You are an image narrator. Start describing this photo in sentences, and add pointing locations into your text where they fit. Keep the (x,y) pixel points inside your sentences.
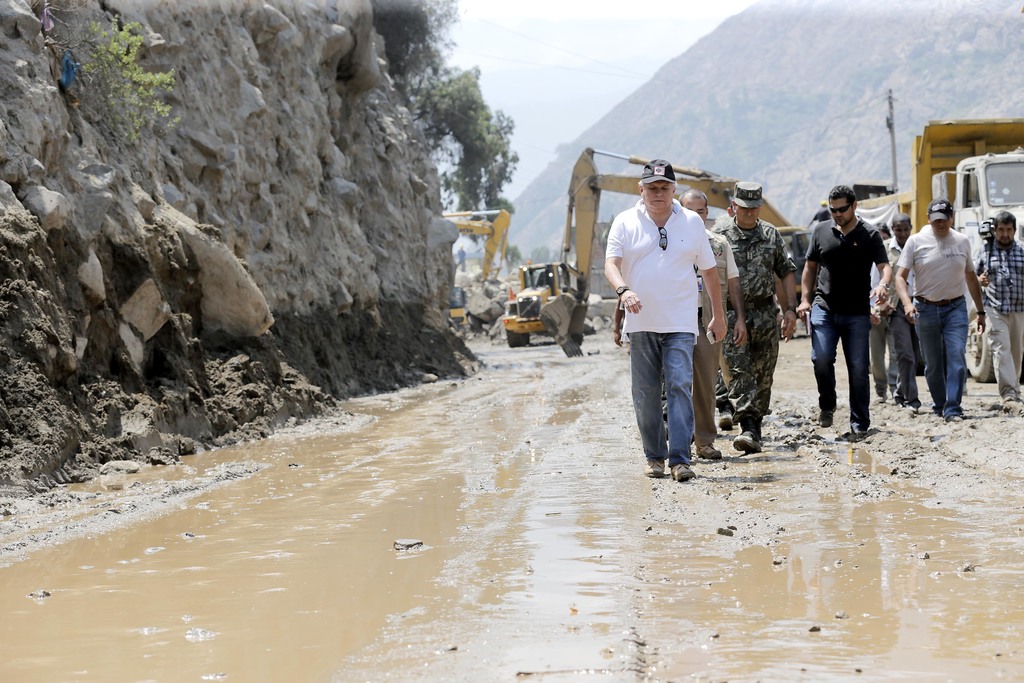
In this image there is the sky (537,54) truncated towards the top of the image (585,47), there is a mountain (861,74) truncated towards the top of the image (888,115), there is a pole (887,92), there are wires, there are vehicles (521,320) on the road (447,517), there is a vehicle (949,160) truncated towards the right of the image (963,186), there are group of person (716,348) walking on the road (569,574), there are persons (848,298) holding objects (994,225), there is a person (998,314) truncated towards the right of the image (1008,332), there is water (765,566) on the road (616,502), there is a mountain (347,283) truncated towards the left of the image (125,149), there are plants (423,94), there are rocks (245,227).
